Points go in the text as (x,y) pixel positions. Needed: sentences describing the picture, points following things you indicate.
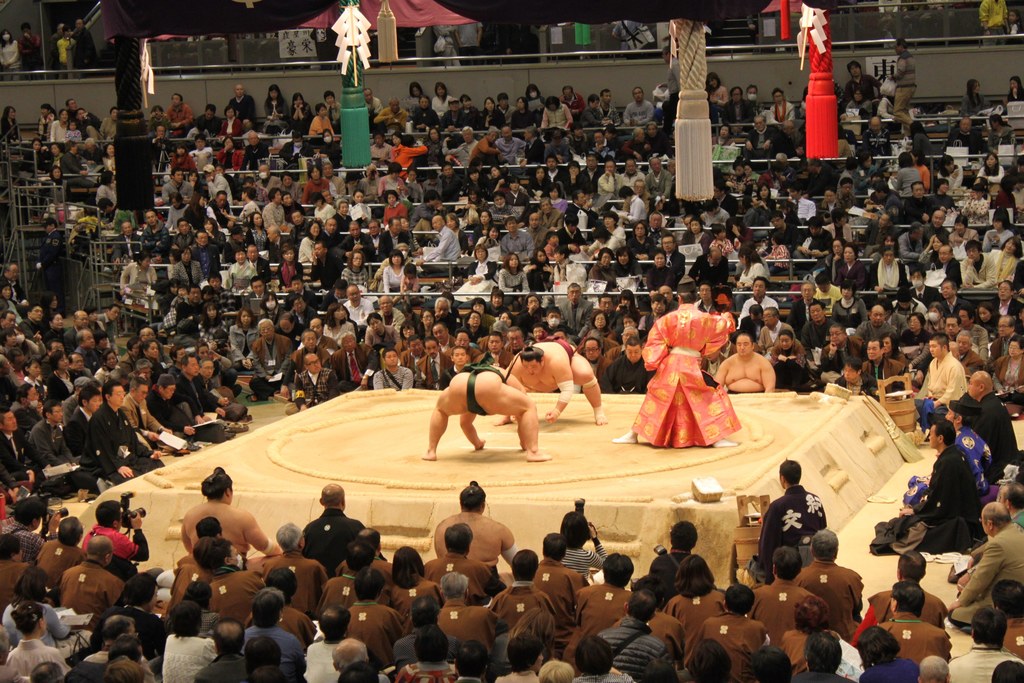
In the image we can see there are some people (481,380) playing a sumo game. There are people (608,114) sitting around and some of them are standing, they are wearing clothes (823,174). Here we can see the decorative poles (690,122) and the wall (291,91).
